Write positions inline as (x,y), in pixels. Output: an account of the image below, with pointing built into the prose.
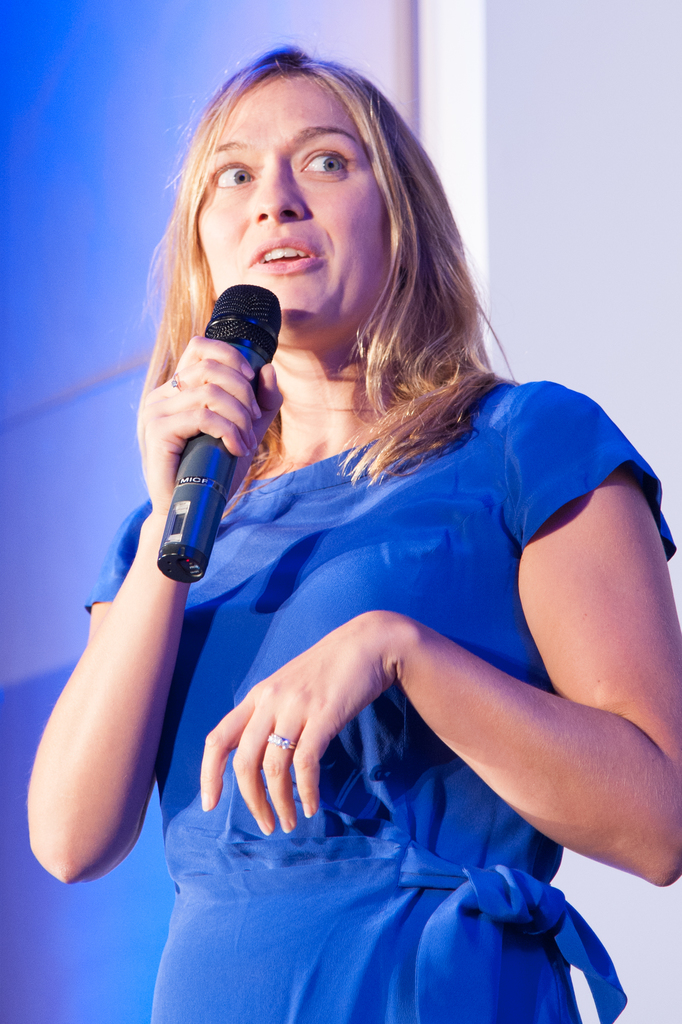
In the picture we can find a woman (466,506) standing and holding a microphone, she is wearing a blue dress (555,414) with golden hair (413,414). In the background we can find a blue color wall (19,225).
